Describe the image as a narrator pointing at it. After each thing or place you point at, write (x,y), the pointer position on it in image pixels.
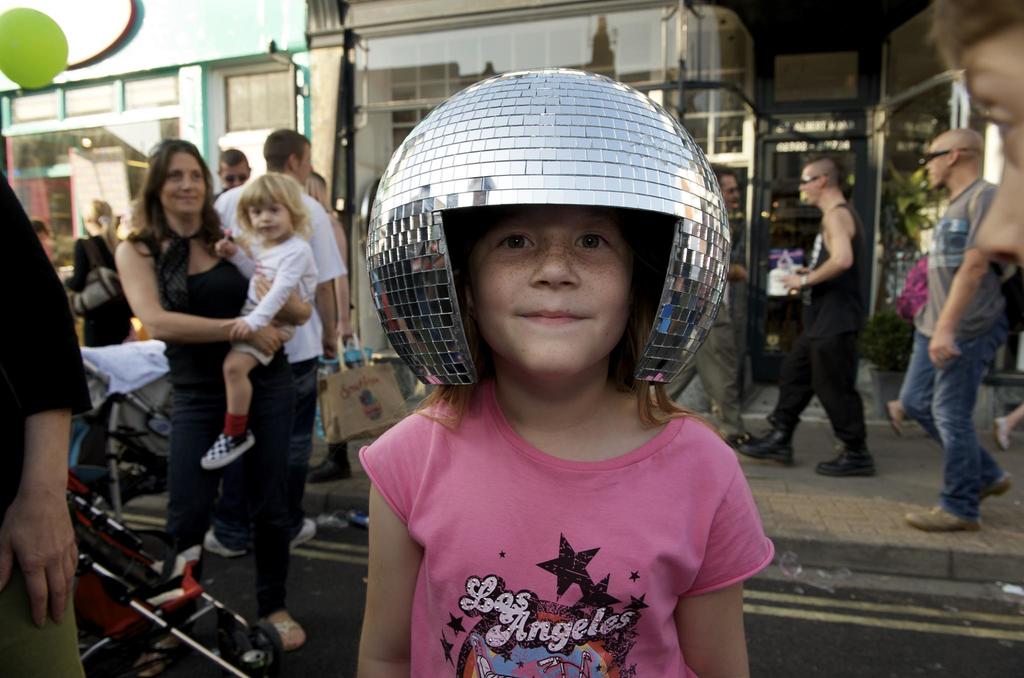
This picture describes about group of people (376,483), few (1013,191) are standing and few (948,245) are walking, in the middle of the image (511,361) we can see a girl (482,381), she wore a helmet (483,154), beside to her we can find few baby carts (112,491), in the background (226,70) we can see few buildings (223,119), metal rods (687,92) and plants (891,282).
